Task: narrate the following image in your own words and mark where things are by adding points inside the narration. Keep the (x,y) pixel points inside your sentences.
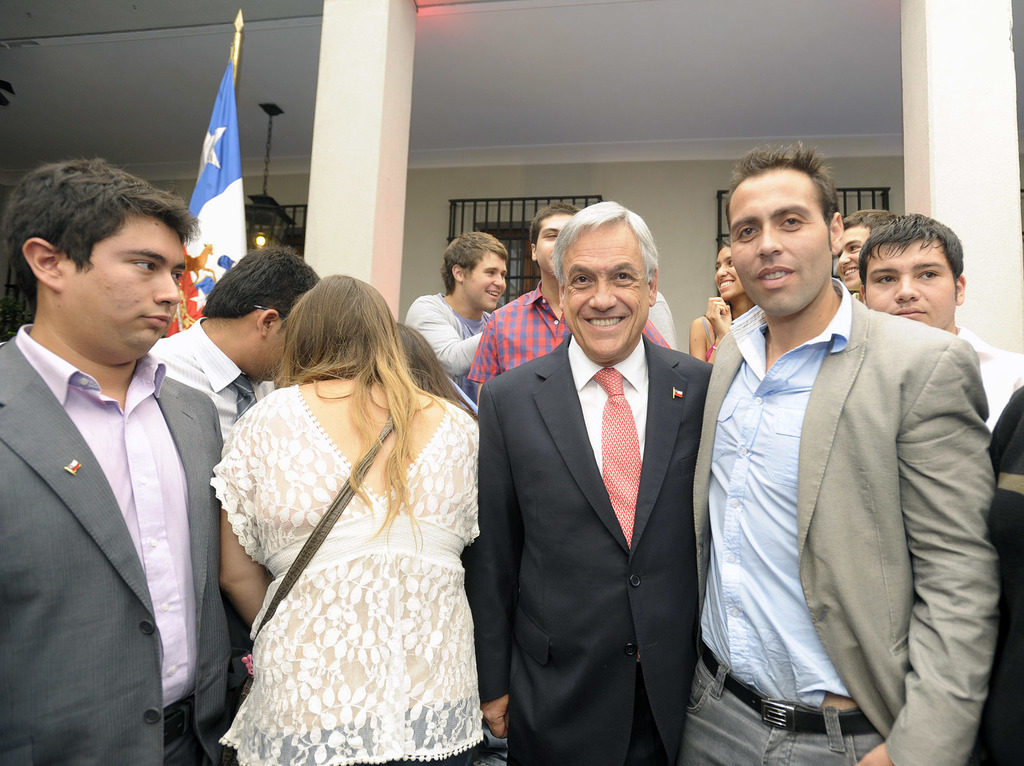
In this image I see number of people (834,197) in which these 3 of them (86,358) are wearing suits (918,404) and I see that few of them (806,262) are smiling and I see a flag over here which is colorful and I see the wall (739,147), a pillar (977,124) over here and I see the grills (459,231) and I see the light (275,232) over here.
